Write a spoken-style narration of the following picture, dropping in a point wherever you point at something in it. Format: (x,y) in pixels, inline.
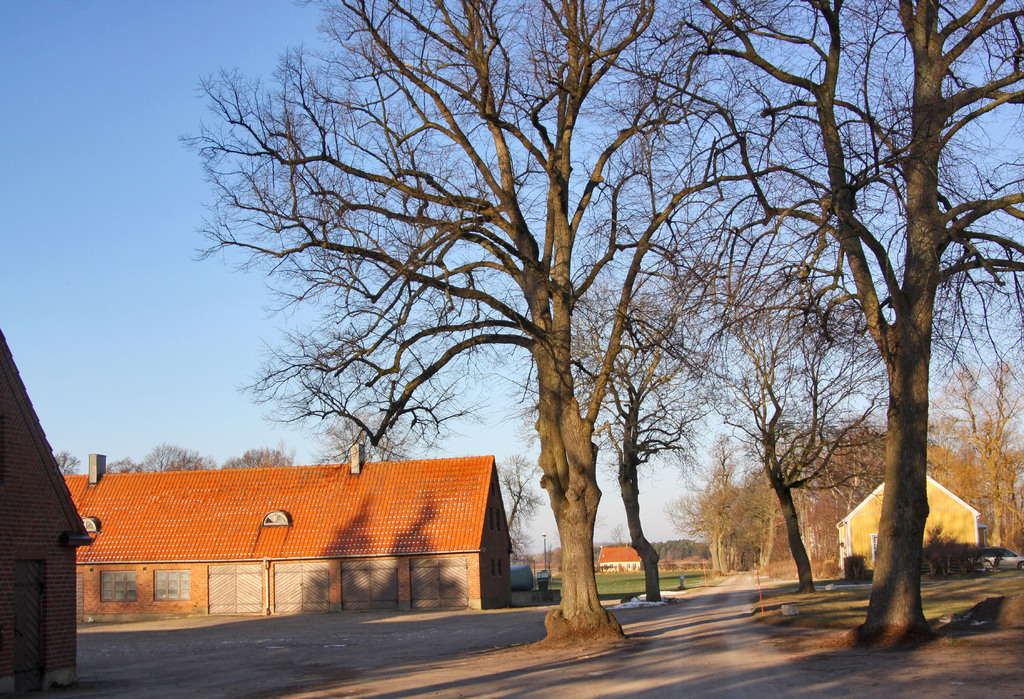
In this picture we can see few houses (367,541), trees (518,468) and grass (622,590), and also we can see a car (1022,564) on the right side of the image (1009,552).
